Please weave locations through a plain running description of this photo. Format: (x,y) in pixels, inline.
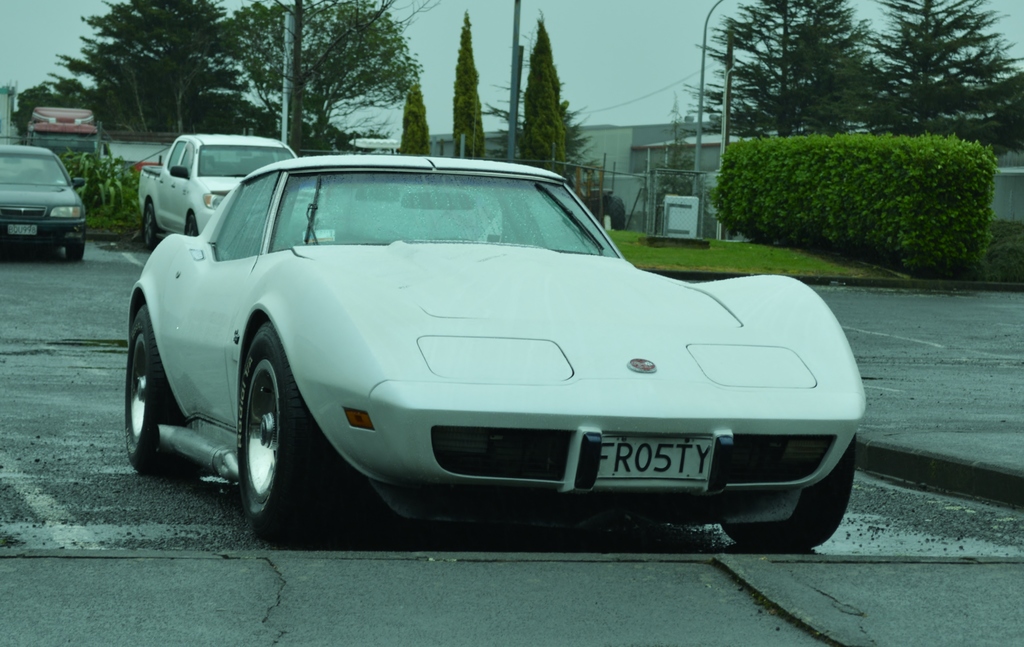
In this image we can see cars (438,450) on the road (622,538). In the background (134,75), we can see trees (833,92), poles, plants (854,212), grassy land (685,255) and building (643,165). The sky (387,131) is in white color.
